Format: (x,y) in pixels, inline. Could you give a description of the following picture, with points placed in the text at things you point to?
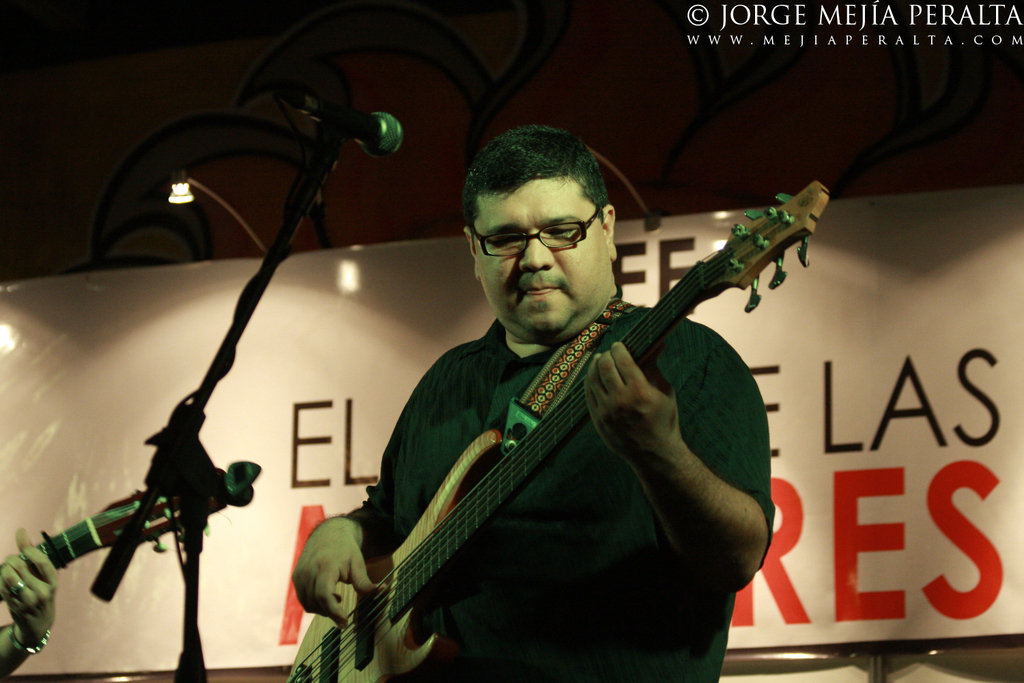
There is a man (582,328) who is playing guitar (408,593). This is mike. On the background (370,453) there is a banner (832,446) and this is light (182,179).
